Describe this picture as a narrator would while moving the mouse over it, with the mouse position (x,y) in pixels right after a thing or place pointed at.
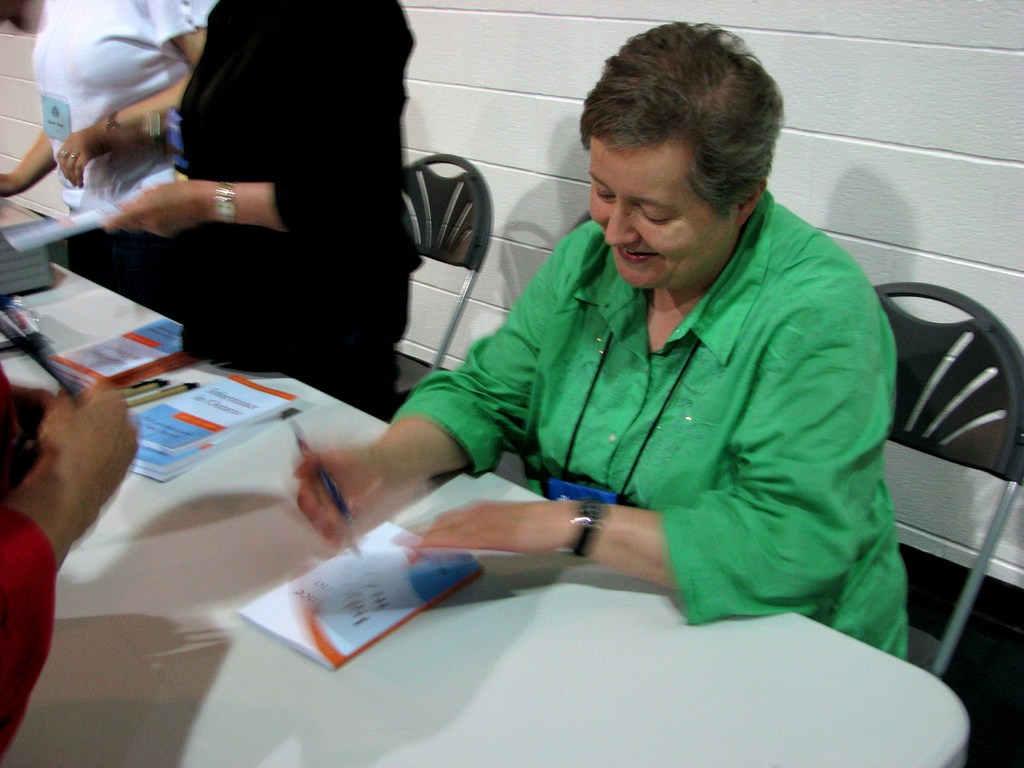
In this image we can see a person (677,469) sitting on the chair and holding some objects (400,560). We can see a person (85,455) at the left side of the image (37,589). There are two persons (245,129) standing near the table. There are few books (92,368) and objects (150,398) placed on the tables (171,378).
